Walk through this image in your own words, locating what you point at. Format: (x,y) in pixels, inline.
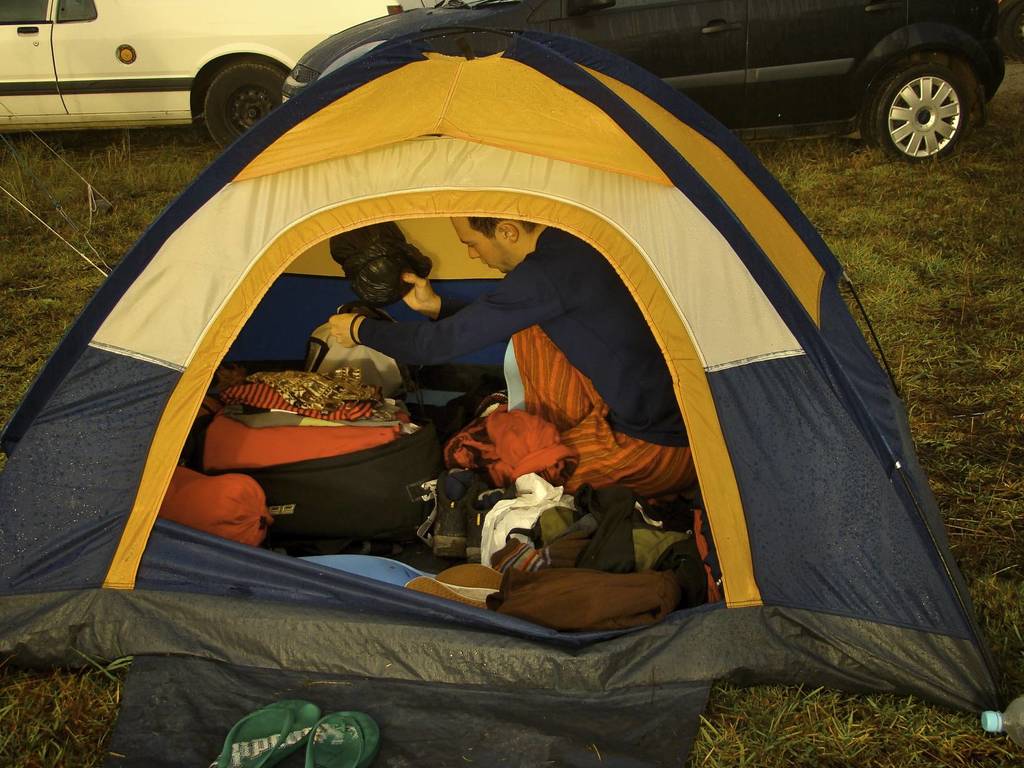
This picture is clicked outside. In the center (563,261) we can see a person (533,296) holding some objects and sitting under the tent (300,197) and we can see there are some objects (407,575) placed on the ground (985,347). In the background (881,75) we can see the cars (725,38) and we can see the green grass (939,407) and some other objects (40,221).
